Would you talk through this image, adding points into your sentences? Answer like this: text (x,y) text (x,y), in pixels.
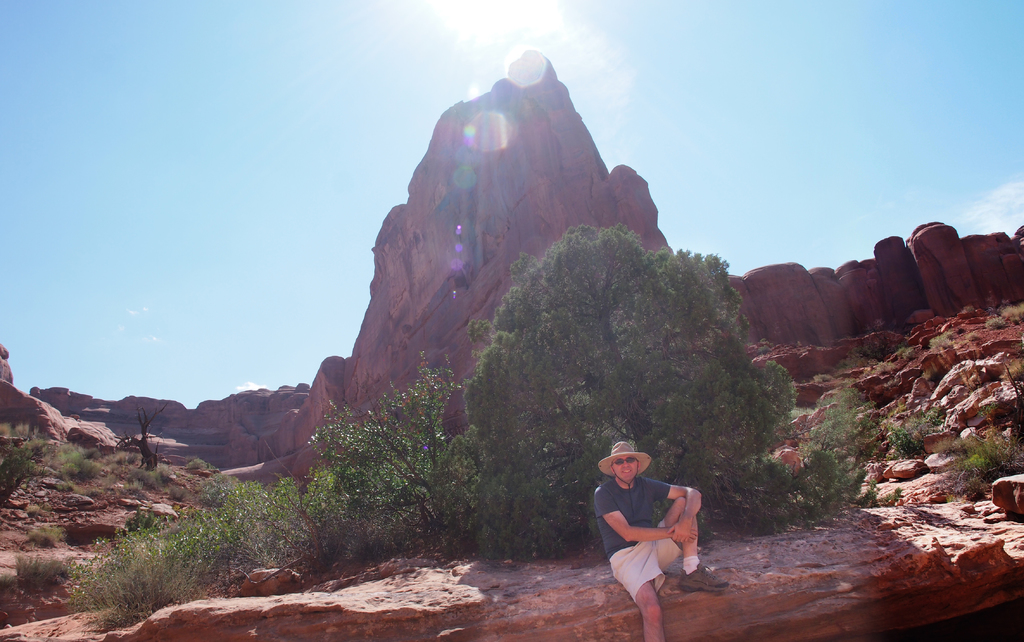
In this image in front (609,471) there is a person (604,522) sitting. Behind him there are trees (591,355). In the background of the image (481,296) there are rocks (972,284) and sky (280,190).
